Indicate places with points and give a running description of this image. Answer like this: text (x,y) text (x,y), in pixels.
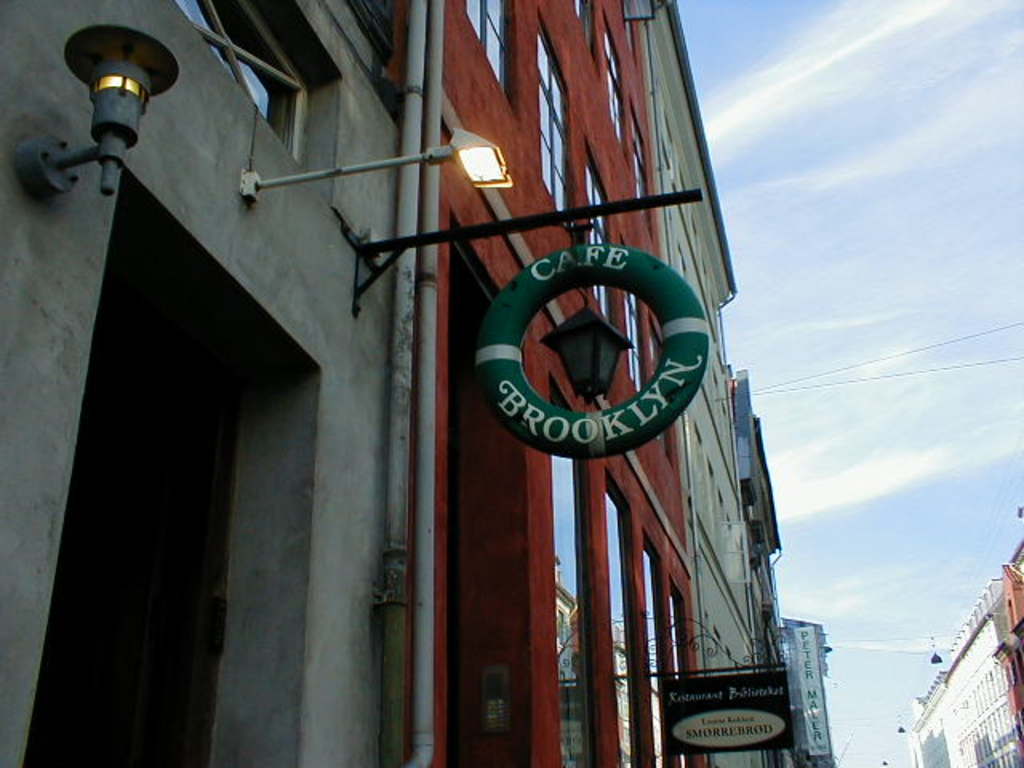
In this image I can see a buildings (661,453) and glass windows (562,525). I can see signboards (553,438) and a light-poles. The sky (868,285) is in blue and white color.
